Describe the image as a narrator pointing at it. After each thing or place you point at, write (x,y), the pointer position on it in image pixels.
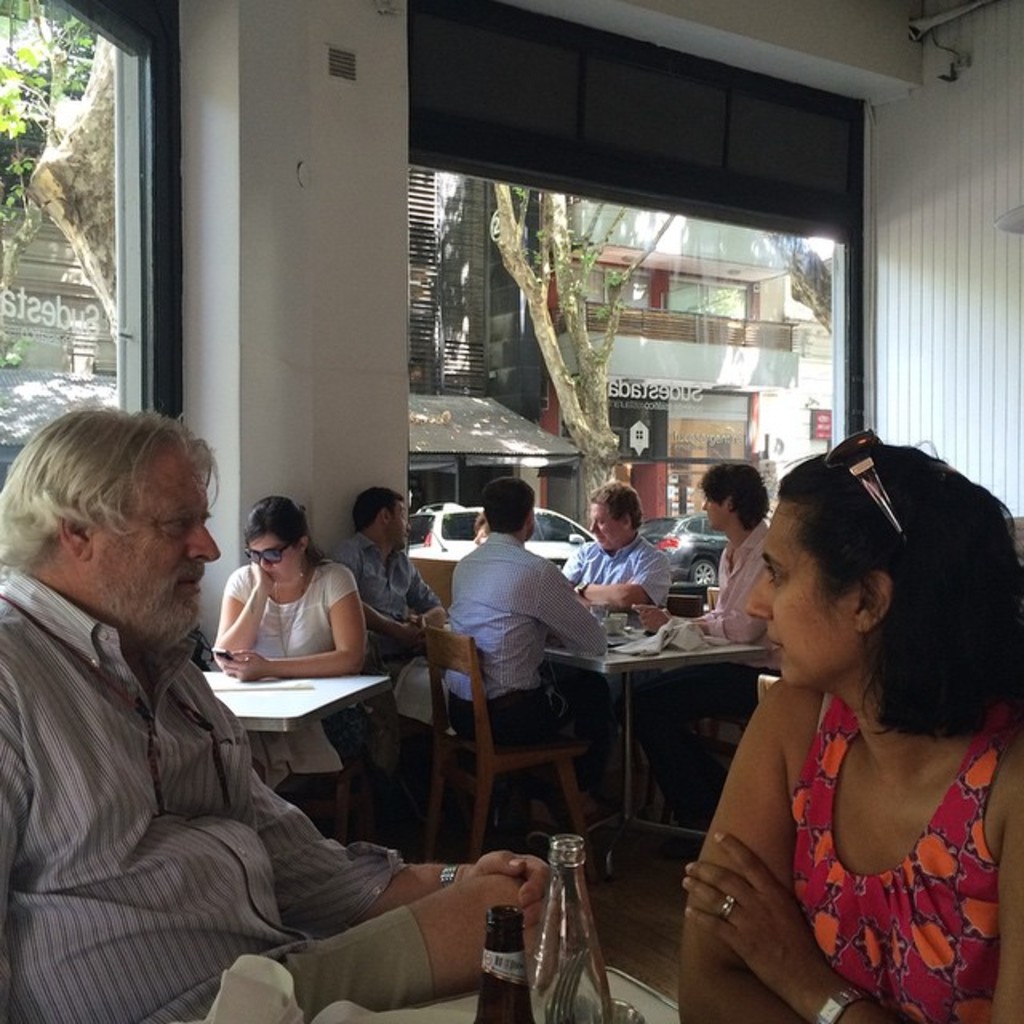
In this image, there is an inside view of a restaurant (947,260). There are some persons (380,602) wearing clothes (158,704) and sitting on chairs (436,698) in front of tables (452,1012). There is a building (464,363) and cars (425,545) in the center of the image (672,548). There are bottles (497,949) at the bottom of the image (574,974).
